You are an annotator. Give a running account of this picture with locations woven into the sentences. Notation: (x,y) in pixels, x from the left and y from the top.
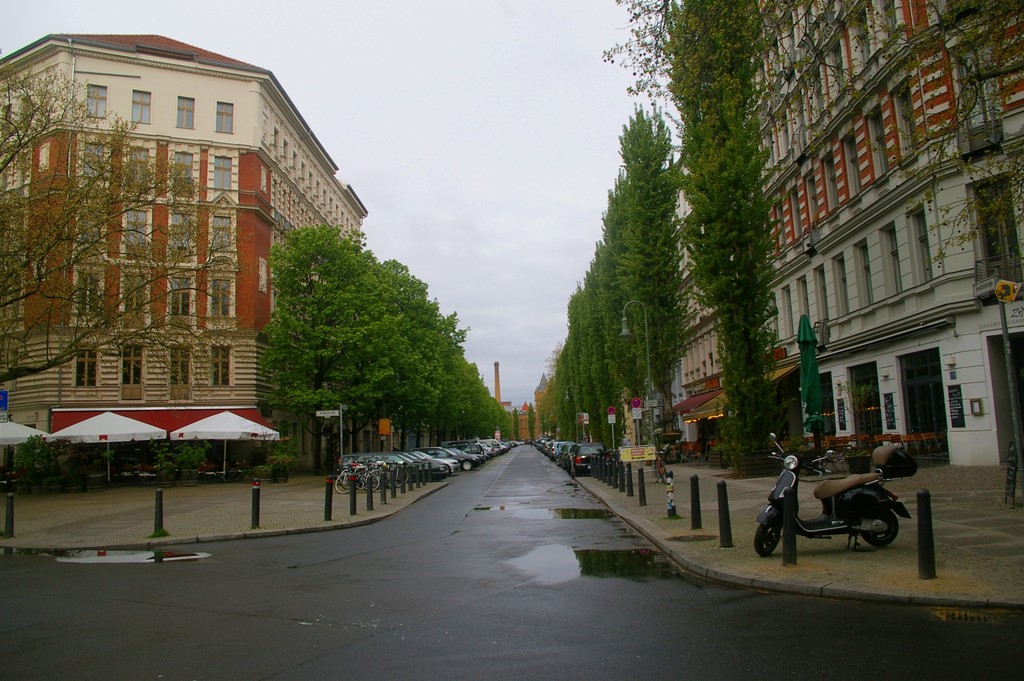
In the foreground (480,512) I can see a fence (417,469), umbrellas (246,422) and vehicles (442,459) are parked on the road (452,481). In the background (620,442) I can see trees (390,338), street lights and buildings (953,254). On the top (477,148) I can see the sky (477,148). This image is taken during a rainy day.
